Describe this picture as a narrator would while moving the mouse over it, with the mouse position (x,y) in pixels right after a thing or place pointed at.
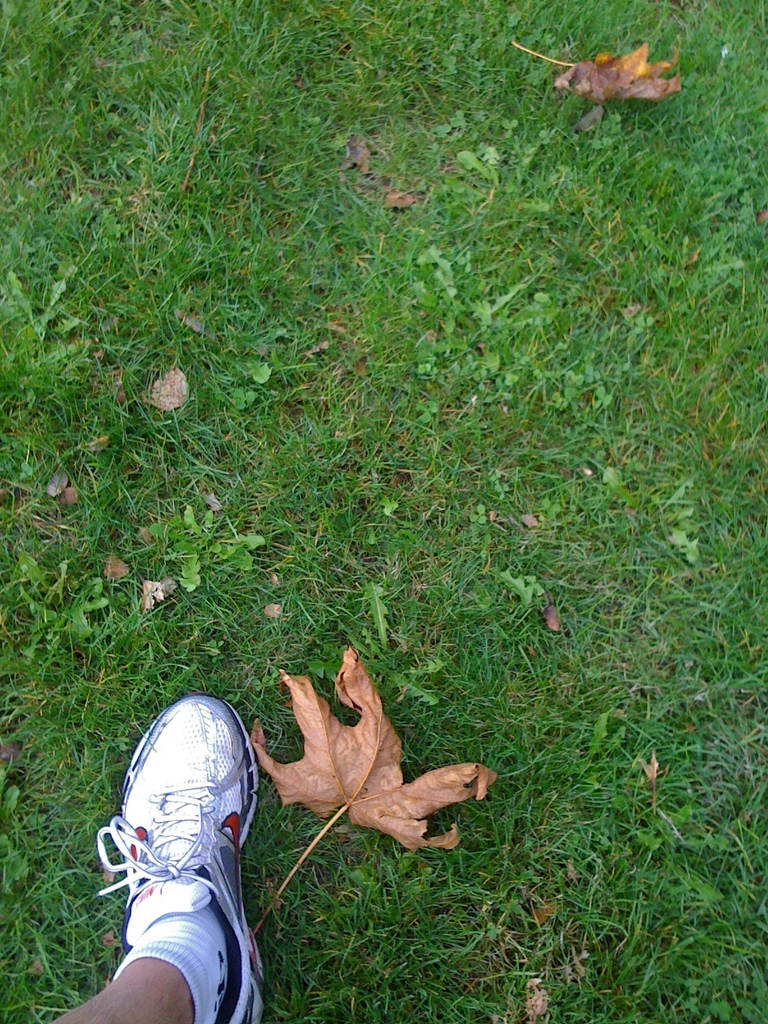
In this image I can see the grass (457,485) on the ground (362,486) and also there are few leaves (638,79). At the bottom (197,999), I can see a person's leg (199,912) wearing a socks (200,927) and shoe (200,792).
